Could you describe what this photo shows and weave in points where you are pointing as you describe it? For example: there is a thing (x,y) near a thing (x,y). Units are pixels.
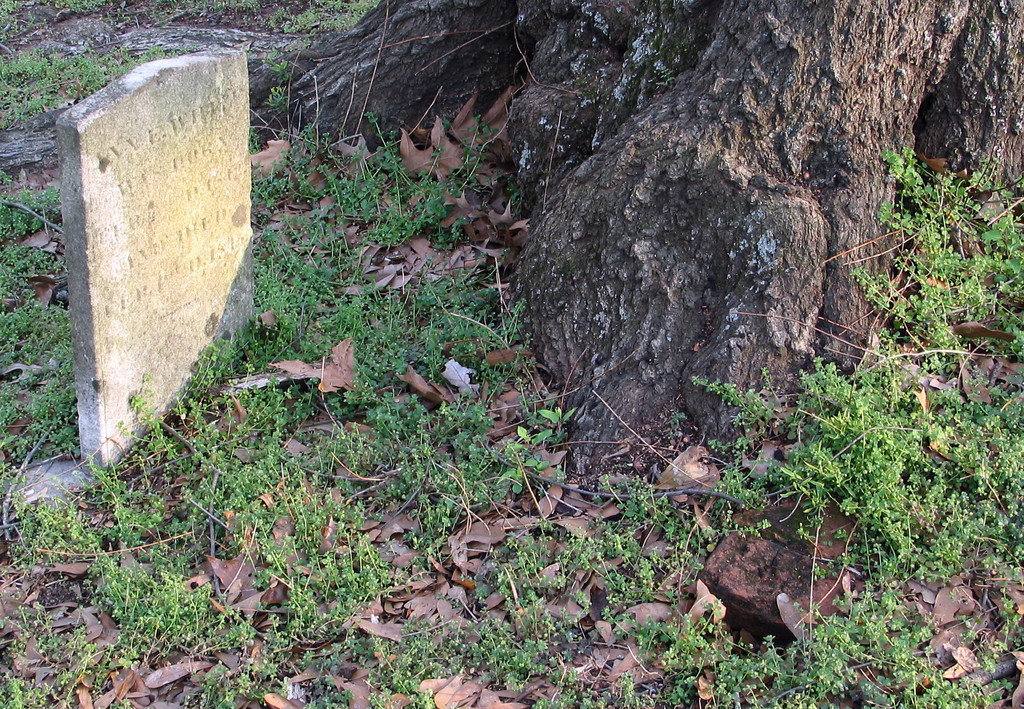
At the bottom of the picture (292,580), we see the herbs (190,603), dry leaves (473,564) and the twigs (608,493). On the left side (221,160), we see the gravestone (178,135). At the top (423,74), we see the stem (679,134) of the tree (679,134).
